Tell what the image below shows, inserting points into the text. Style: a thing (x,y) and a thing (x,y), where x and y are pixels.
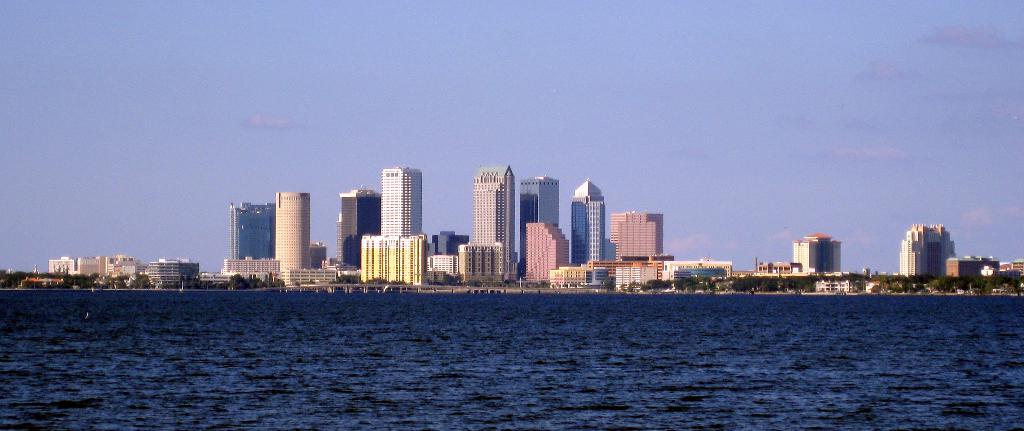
This is the picture of a place where we have a sea (432,320) and to the other side there are some buildings (592,206), houses (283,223) and some trees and plants (243,281).
